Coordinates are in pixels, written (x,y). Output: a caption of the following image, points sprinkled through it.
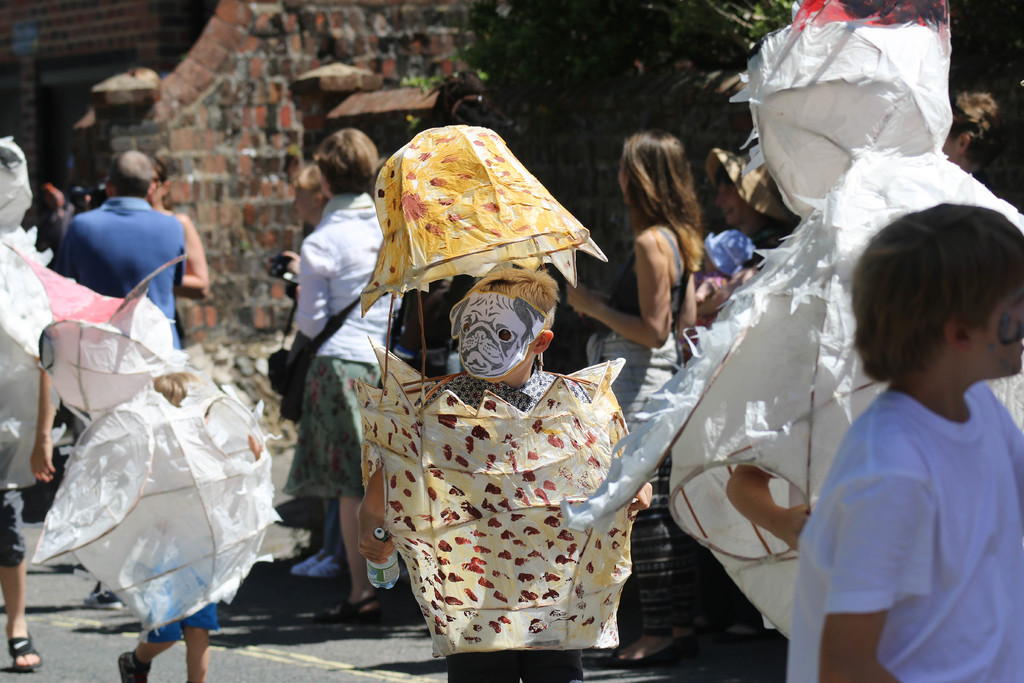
In this image, we can see a group of people (476,297). Few are wearing different costumes (55,544). At the bottom (344,651), there is a road (306,662). Background (279,84) we can see brick walls (266,125), tree (1008,39) and few objects (351,74).
